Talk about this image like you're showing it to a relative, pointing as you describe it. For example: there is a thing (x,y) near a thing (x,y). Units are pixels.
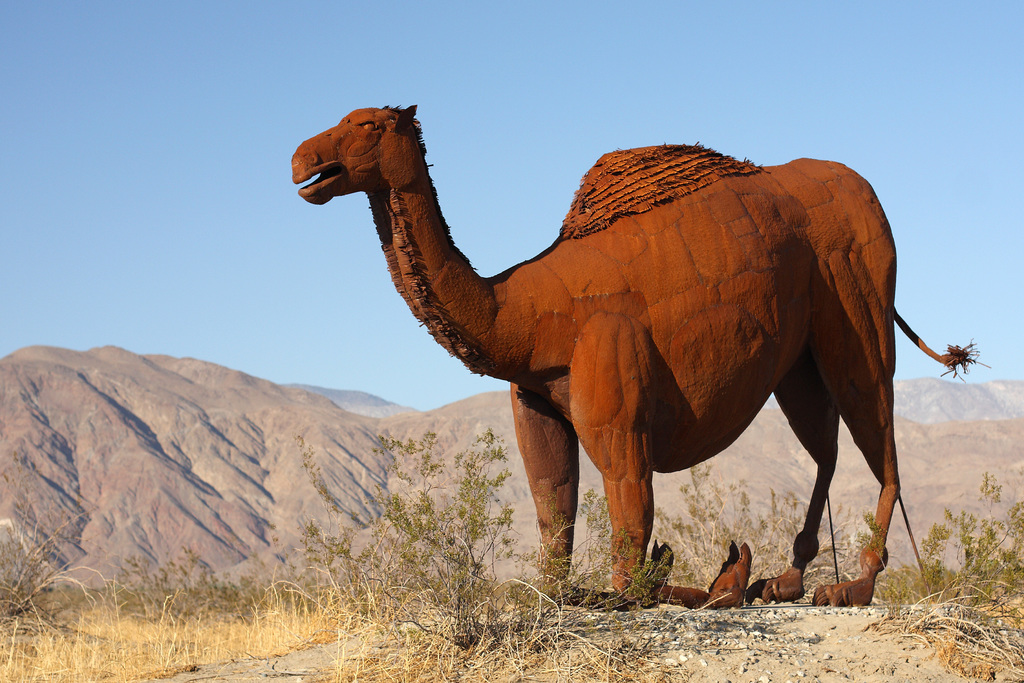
In this picture I can see statue of a camel (538,263). It is brown in color and I can see Hills (380,418) and plants (307,558) and grass (294,643) on the ground (224,678) and a blue sky (72,234).
